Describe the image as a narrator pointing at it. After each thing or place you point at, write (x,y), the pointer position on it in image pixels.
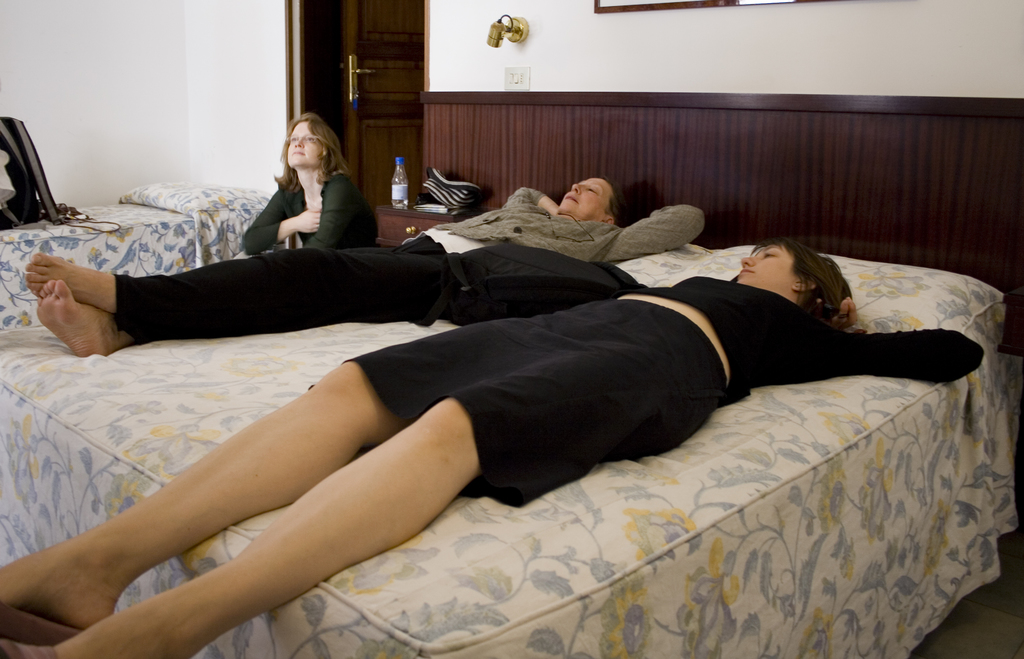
In this image i can see two women (538,375) laying on bed (659,515) at left (311,174) a woman (287,152) is sitting at the back ground (382,180) i can see a bottle (400,179) on cup board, a wall (501,55) and a door (370,55).
